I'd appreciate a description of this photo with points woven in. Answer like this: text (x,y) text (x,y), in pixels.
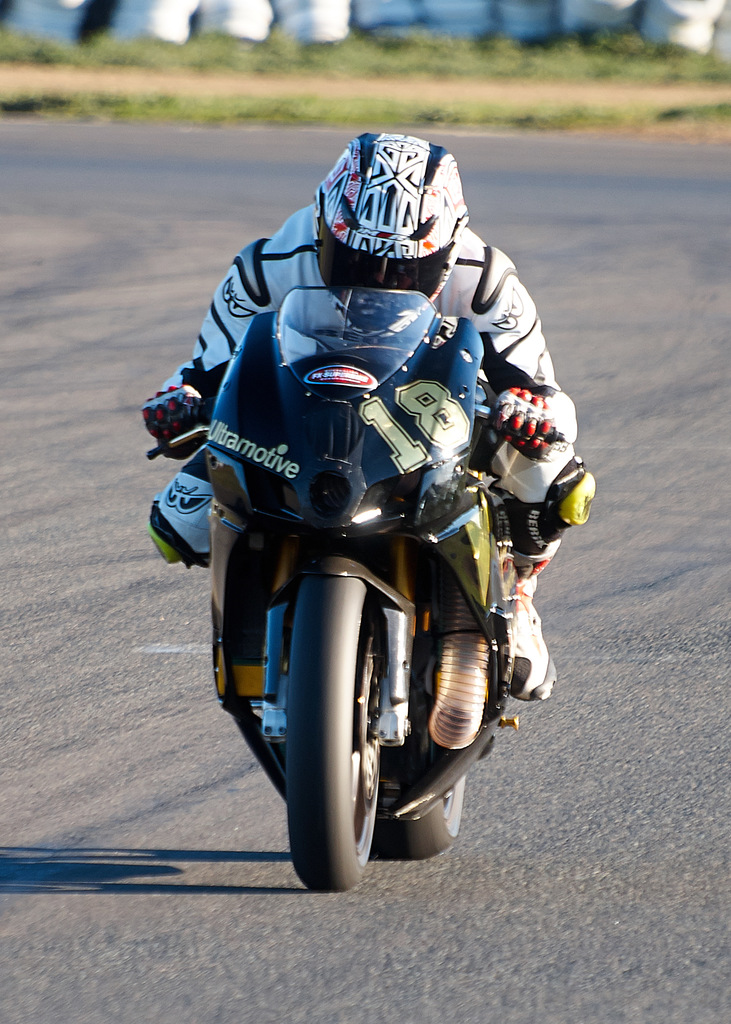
This picture is taken on the wide road (648,591) and it is sunny. In this image, in the middle (402,454), we can see a man (483,377) riding on the bike (492,440) on the road (497,955). In the background (385,23), we can see white color, some plants (390,52) and grass (334,65). In the background (492,210), we can see a road (667,664) which is in black color.
